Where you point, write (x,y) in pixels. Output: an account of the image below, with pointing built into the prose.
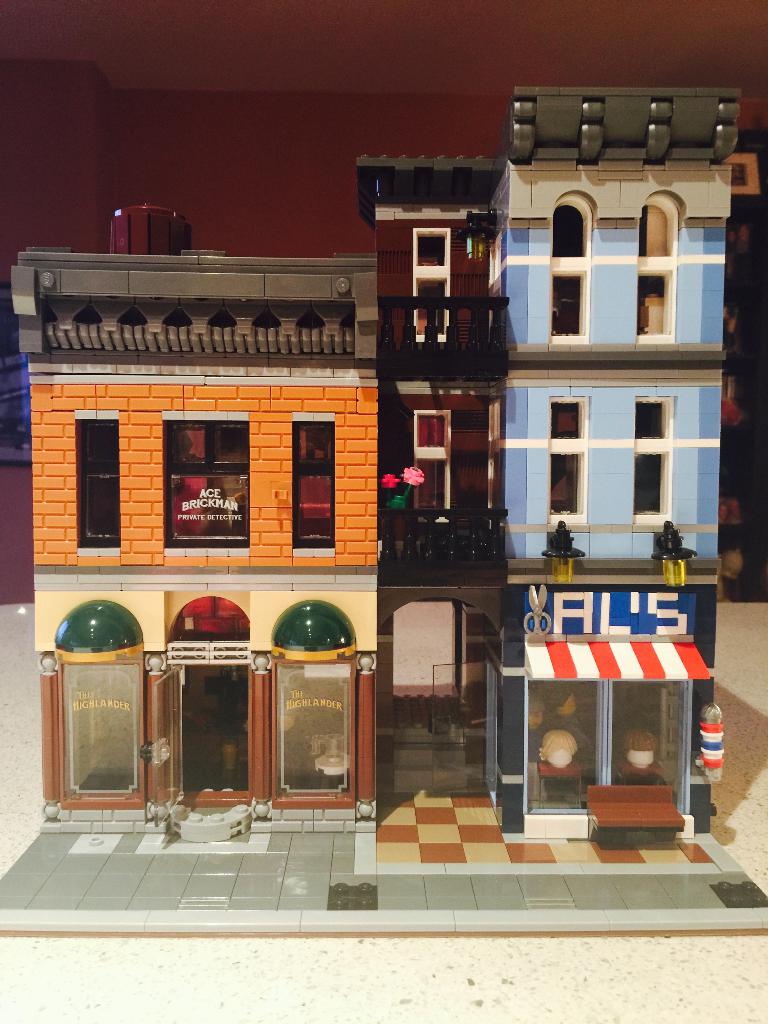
In this image I can see the miniature (376,761) of the house (161,697). The house (193,568) is colorful. It is on the cream color surface (489,992). In the back (232,192) I can see a maroon color wall (215,160).
